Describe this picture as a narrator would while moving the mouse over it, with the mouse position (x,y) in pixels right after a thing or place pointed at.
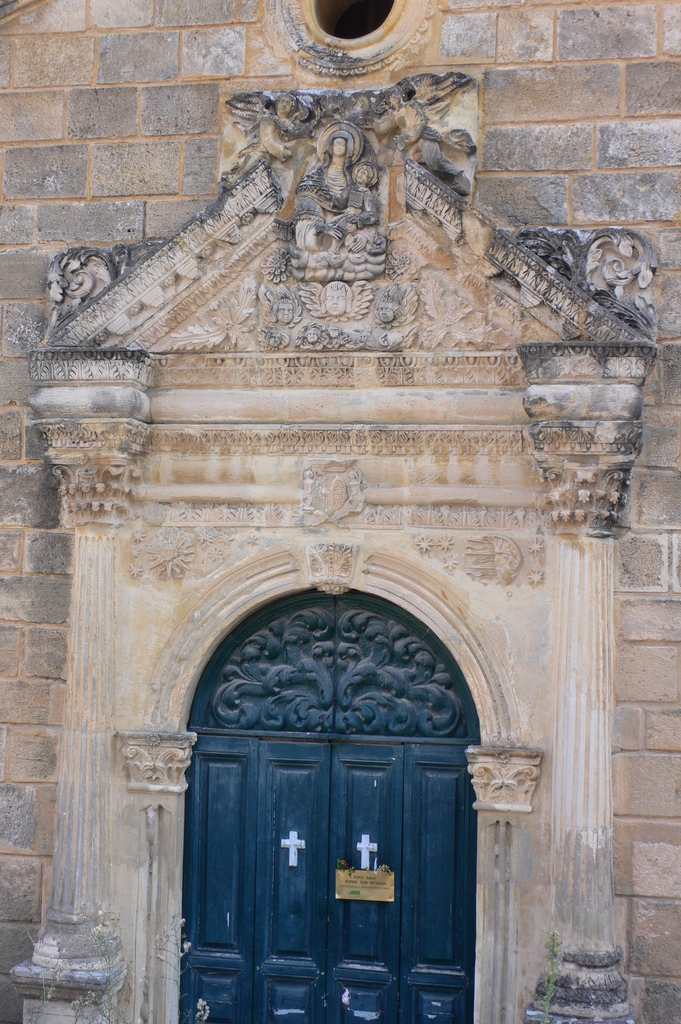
The picture consists of a church wall (117,752). At the bottom (262,829) there is door (287,789). In the middle (313,458) we can see sculptures (300,261).
